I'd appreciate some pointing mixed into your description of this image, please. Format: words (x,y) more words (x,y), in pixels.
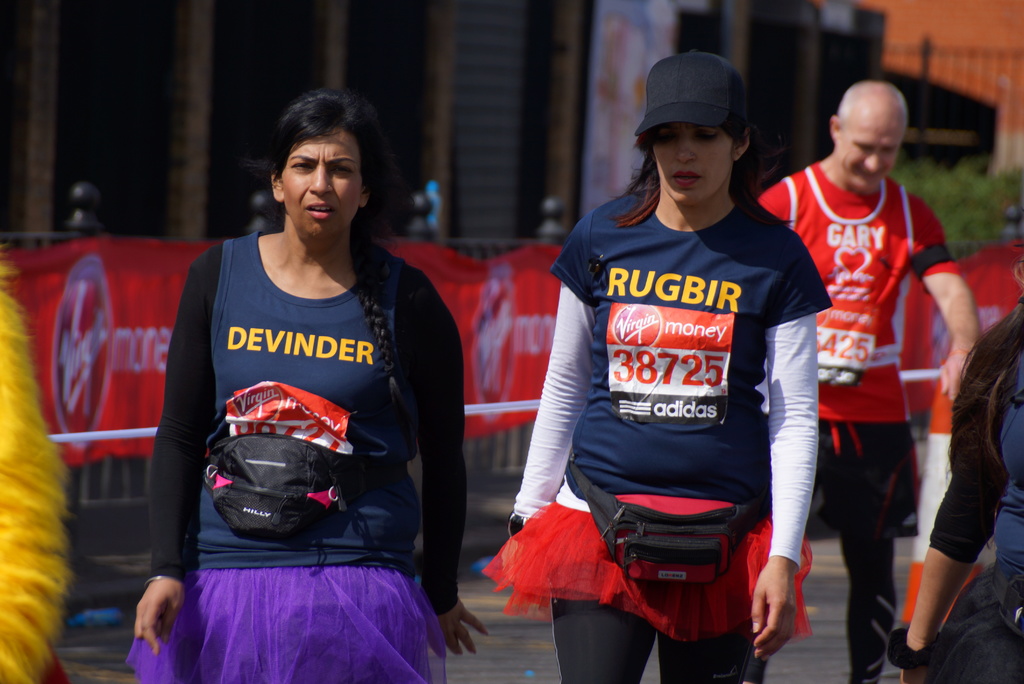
In the picture we can see two women (642,463) are walking on the road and they are wearing a blue T-shirts (811,275) and one woman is wearing a cap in the background (874,471), we can see a man (865,480) also standing and we can also see a railing (1013,234) with a banner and we can also see some plants (991,190).
